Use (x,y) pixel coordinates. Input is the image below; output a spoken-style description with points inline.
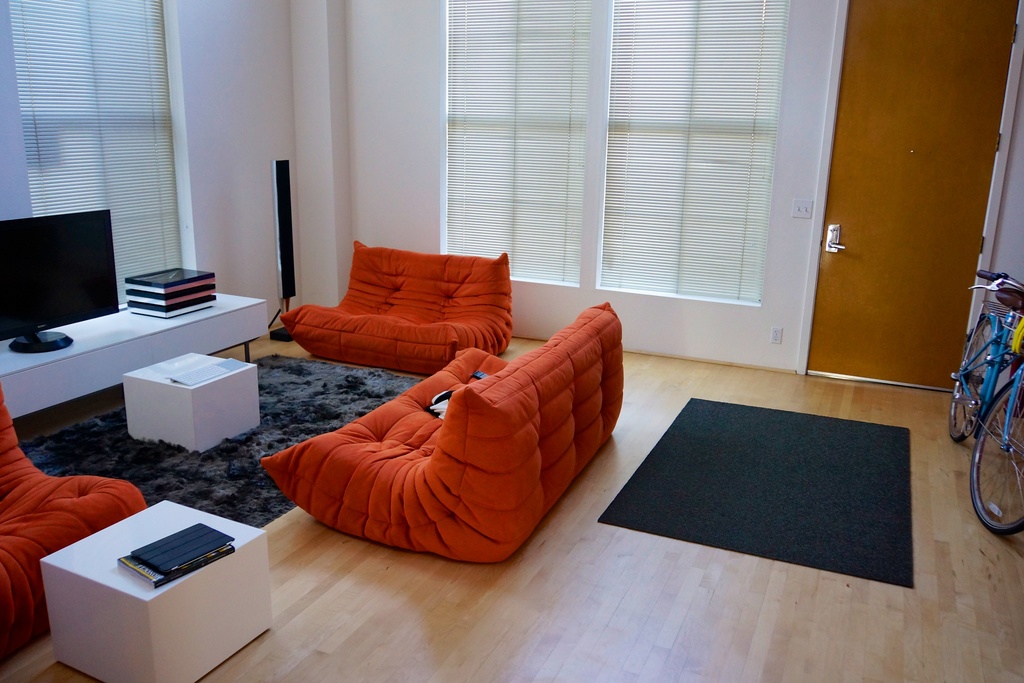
A picture of a room (177,415). This are couches (80,521) in orange color. In-front of this couch (393,412) there is a table (174,426). On a table (245,391) there is a paper (238,362). On this white table (157,321) there are boards (184,278) and television (52,272). This are windows (490,135) with curtain (544,184). Floor (928,476) with carpets (792,507). On this table (90,616) there are things (142,551). Beside this door (913,292) there is a bicycle (1018,313).
